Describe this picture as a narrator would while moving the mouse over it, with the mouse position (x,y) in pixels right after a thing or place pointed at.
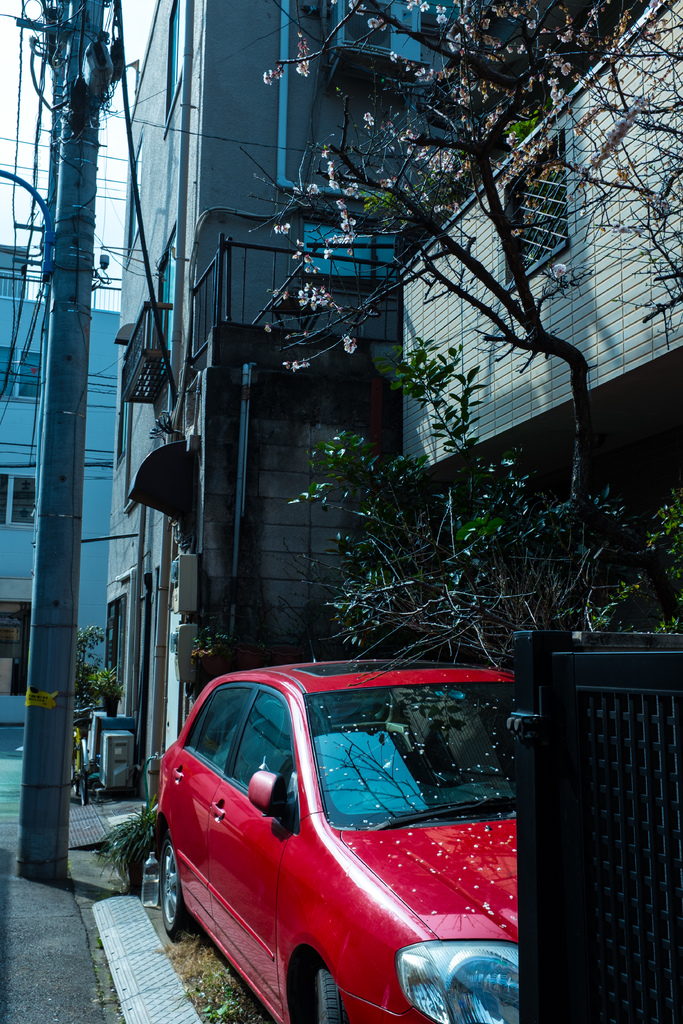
In this image, we can see buildings (218,397). There is a car (415,836) beside the tree (471,463). There is a gate (599,748) in the bottom right of the image (628,980). There is a pole (58,524) on the left side of the image (58,517).
